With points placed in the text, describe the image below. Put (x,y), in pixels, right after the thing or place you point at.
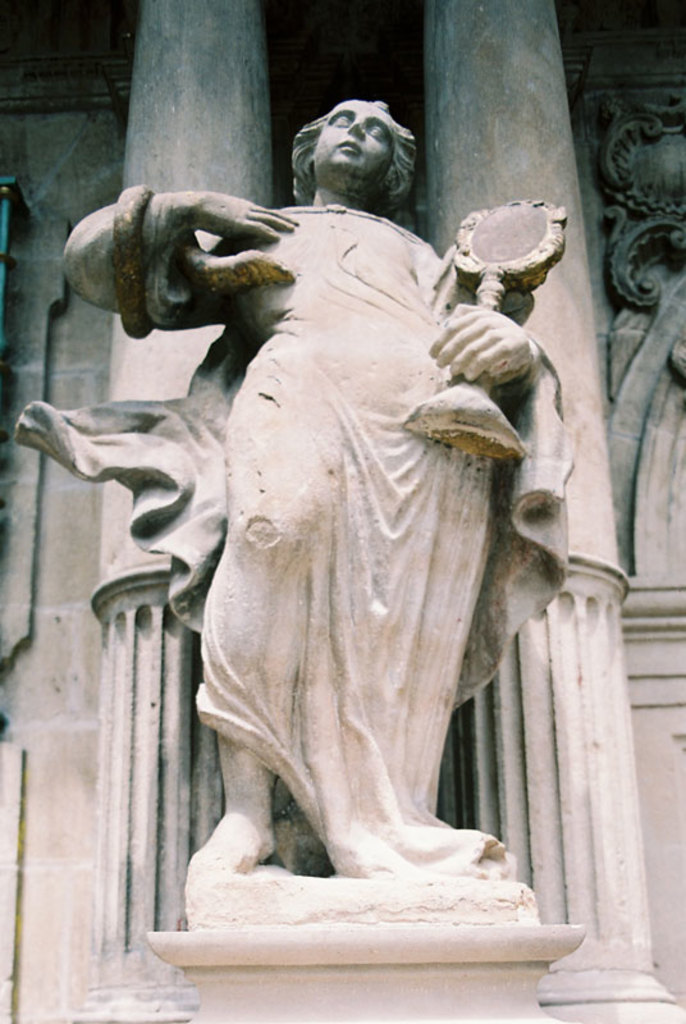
Here we can see a statue (245,396) on a stand (361,980). In the background (164,139) there are pillars (153,961) and wall (69,798).
